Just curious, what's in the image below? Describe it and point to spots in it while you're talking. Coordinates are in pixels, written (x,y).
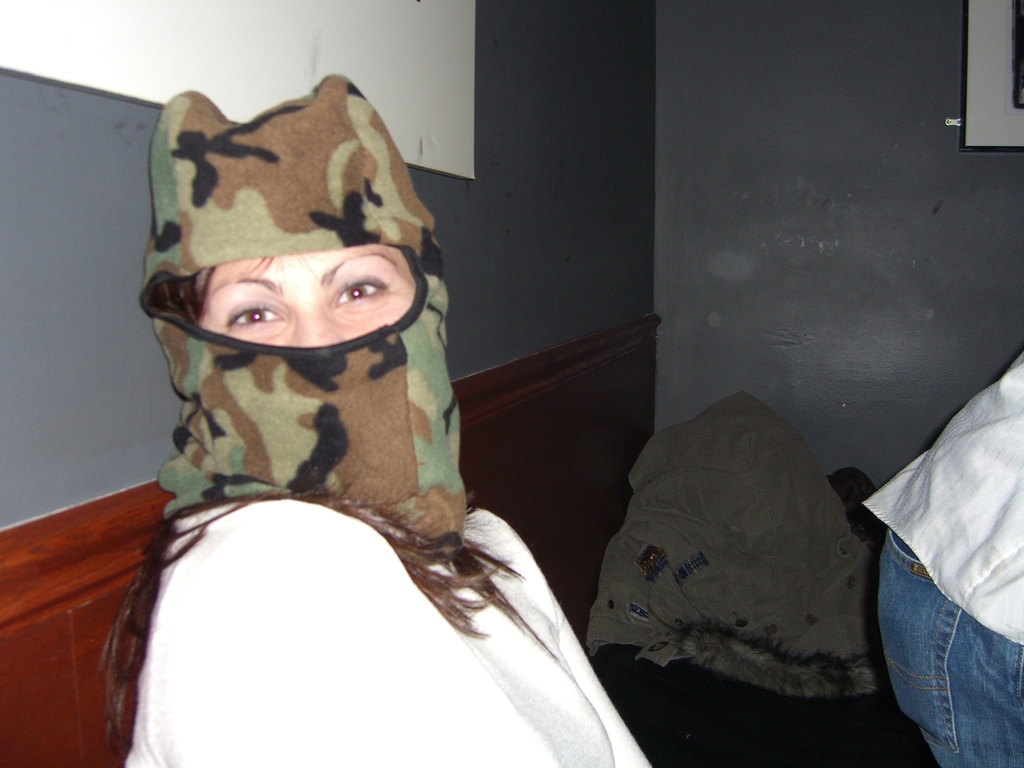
In this image there is a woman (296,421) sitting towards the bottom of the image (279,529), there is a person (975,510) towards the right of the image (1008,510), there is a cloth (788,592), there is a wall (757,236) towards the top of the image (712,221), there is a photo frame (995,76) towards the right of the image (993,114), there is an object (452,57) towards the top of the image (296,38), there is a wooden object (56,643) towards the left of the image (42,616).
